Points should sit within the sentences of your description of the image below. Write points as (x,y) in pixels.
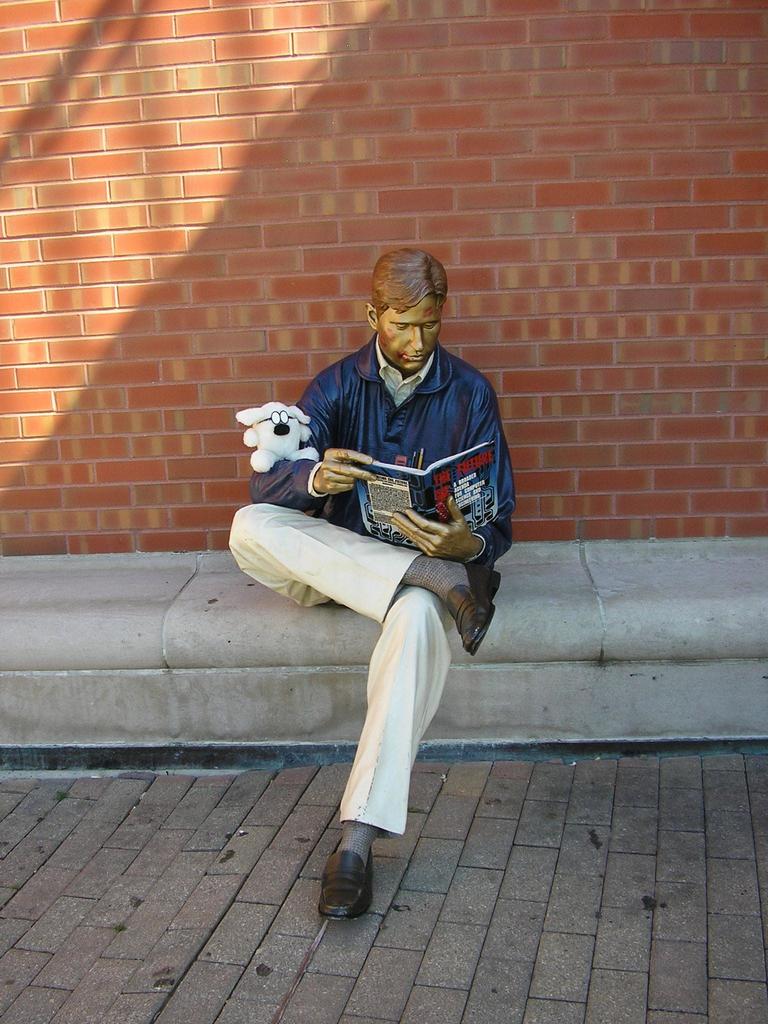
In this image, we can see the statue (394,459) of a person (394,420) holding an object (393,536). We can see the ground (455,885). In the background (16,128), we can see the brick wall (187,291).
